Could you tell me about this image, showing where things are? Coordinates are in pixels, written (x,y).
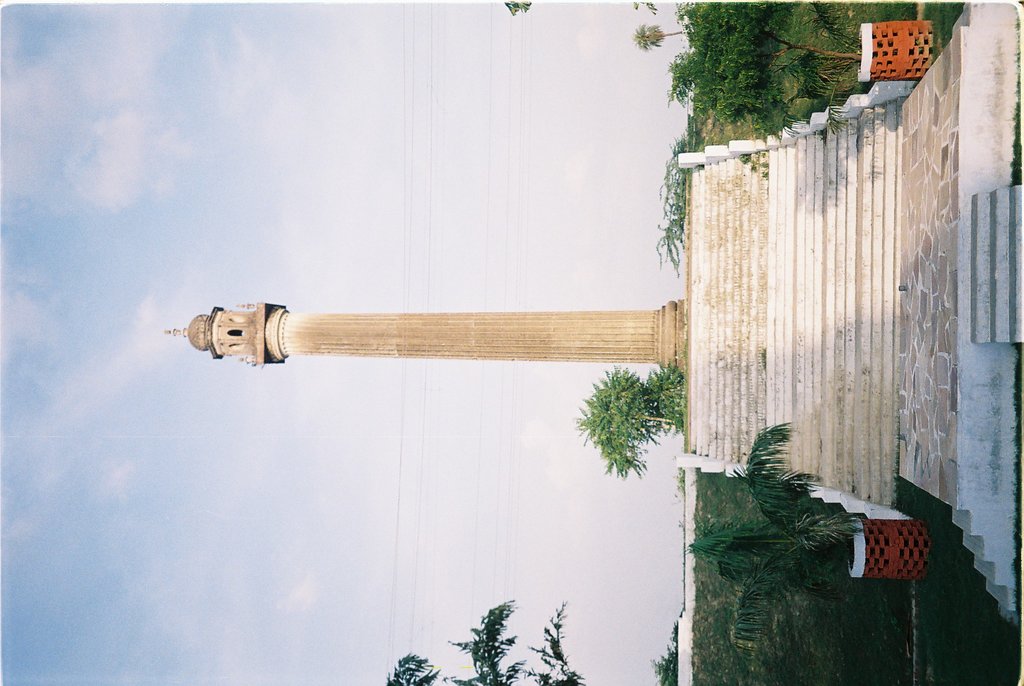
In this image I can see the ground (976,627), few stairs (805,301), few plants (761,489), a huge tower (212,313) which is cream and brown in color and few trees (696,19) which are green in color. In the background (399,93) I can see the sky (307,224).
